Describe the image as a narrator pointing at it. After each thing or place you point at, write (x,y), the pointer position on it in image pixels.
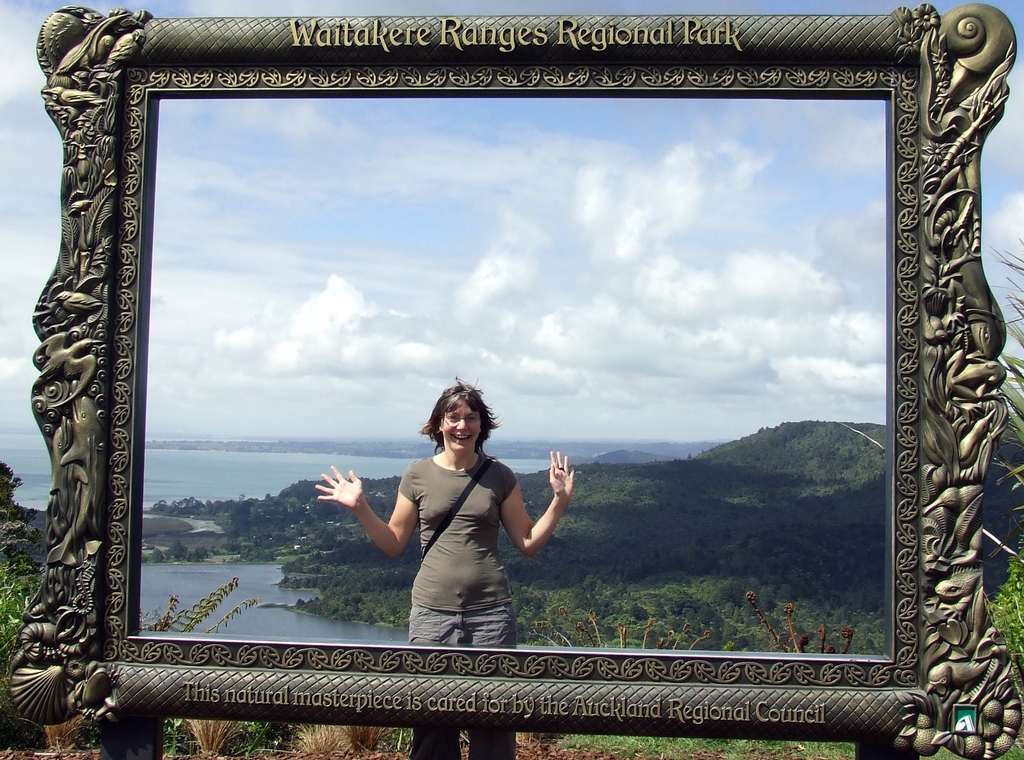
In this image I can see a frame (783,722), in the frame (864,703) I can see a person (541,542) standing wearing gray color dress (418,474). Background (751,533) I can see water (211,464), trees (697,566) and grass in green color and the sky (496,282) is in blue and white color.
